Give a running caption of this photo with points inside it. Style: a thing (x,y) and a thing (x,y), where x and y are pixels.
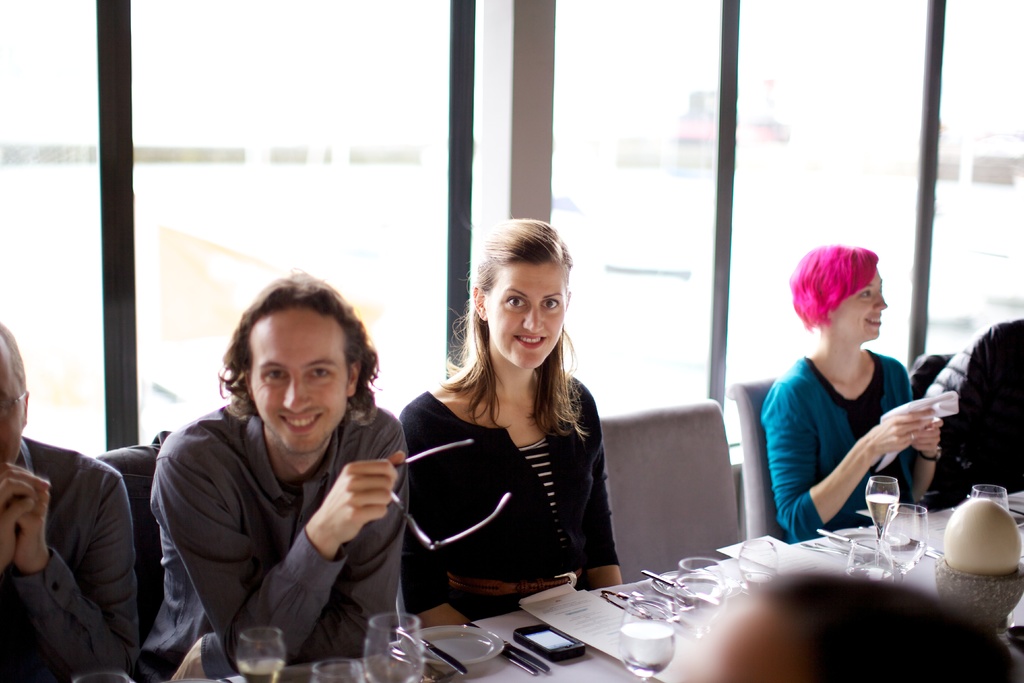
This picture describes about group of people (796,480), they are seated on the chair (763,503), in front of them we can see glasses (857,549), papers (608,617), plates (498,642) and mobile (539,636) on the table (548,663).
